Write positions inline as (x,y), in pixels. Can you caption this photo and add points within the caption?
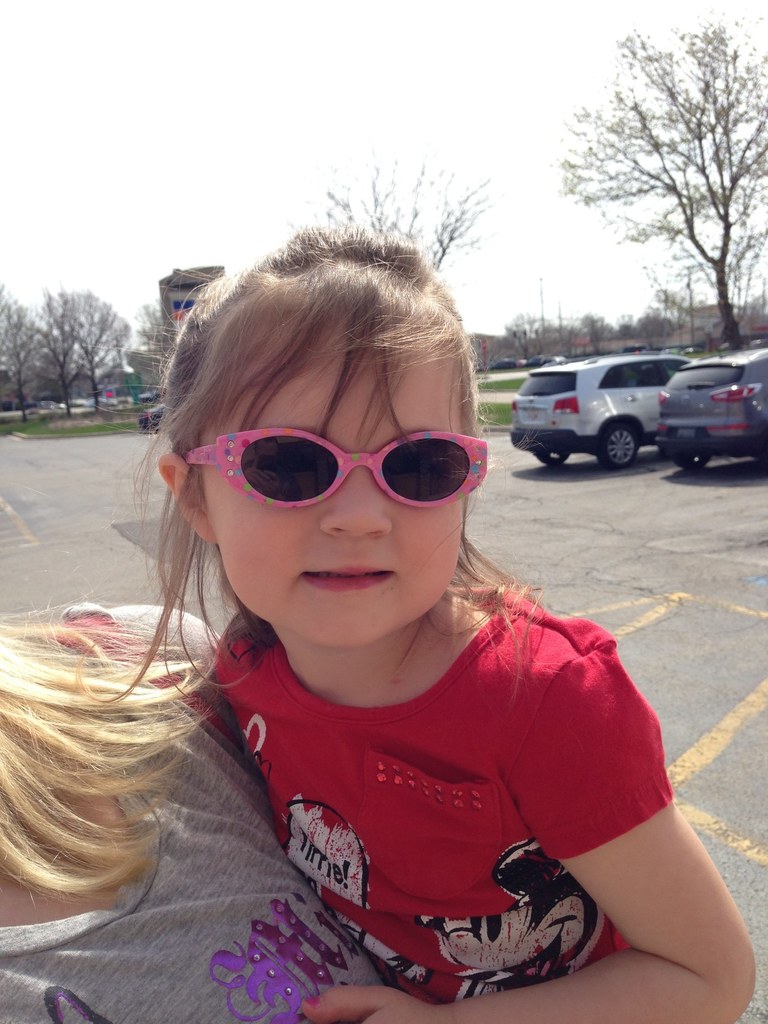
In the image a woman (203,924) is carrying a girl (461,804) and the girl (305,593) is wearing goggles (286,480), behind them there are two vehicles (605,426) parked on the right side (607,456). In the background (138,334) there are many trees (593,319) around the road (17,579).
